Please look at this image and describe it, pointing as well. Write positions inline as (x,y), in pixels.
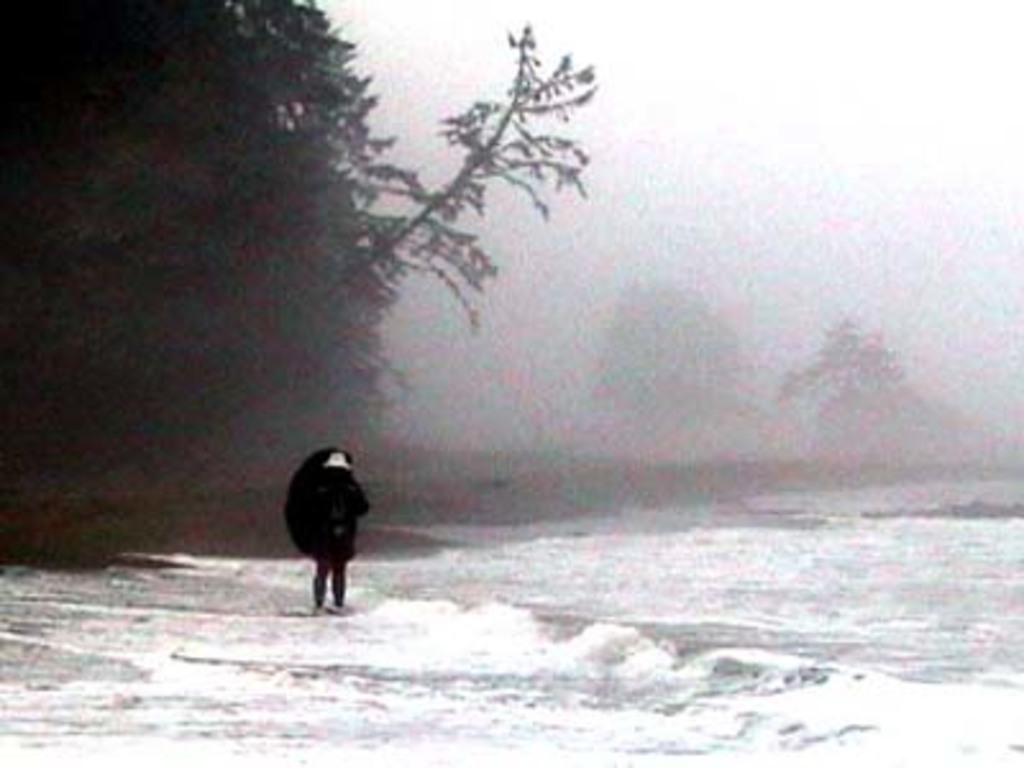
Here in this picture we can see a person (333,552) standing over a place (359,629), as we can see he is wearing a hat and carrying an umbrella (297,486) with him and we can see water (766,568) present all over there and we can also see plants (271,434) and trees (250,333) present all over there.
